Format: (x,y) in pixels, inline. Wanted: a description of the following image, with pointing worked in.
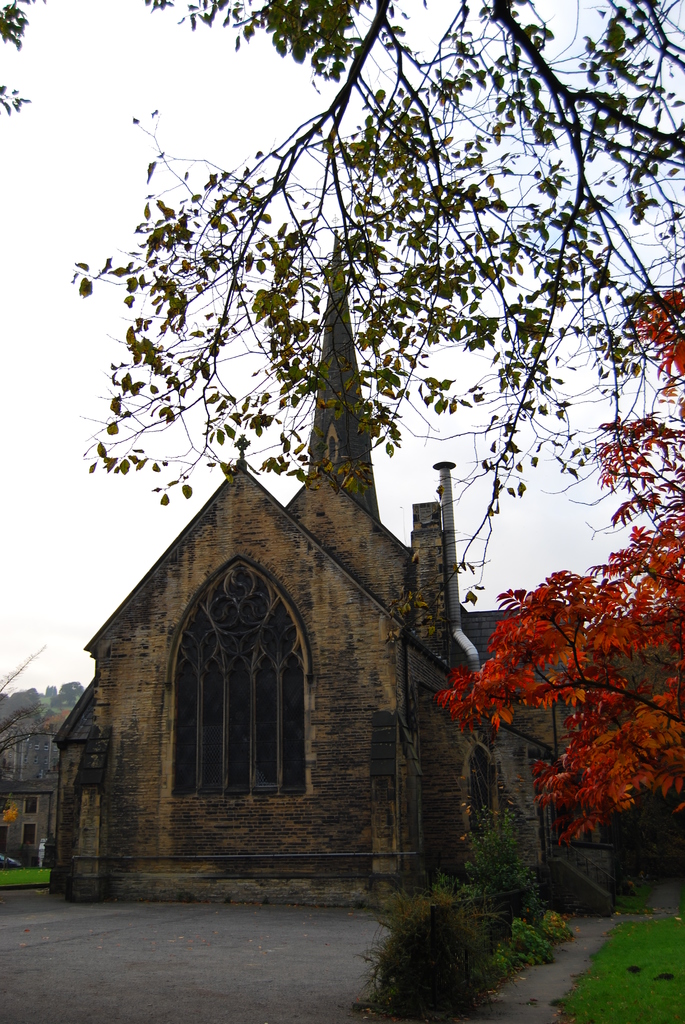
In the image we can see there are buildings (301,655) and there are bushes (475,909) on the ground (641,968). There is a ground (636,967) covered with grass (651,931) and there are trees (673,652). There is a cloudy sky (53,194).
